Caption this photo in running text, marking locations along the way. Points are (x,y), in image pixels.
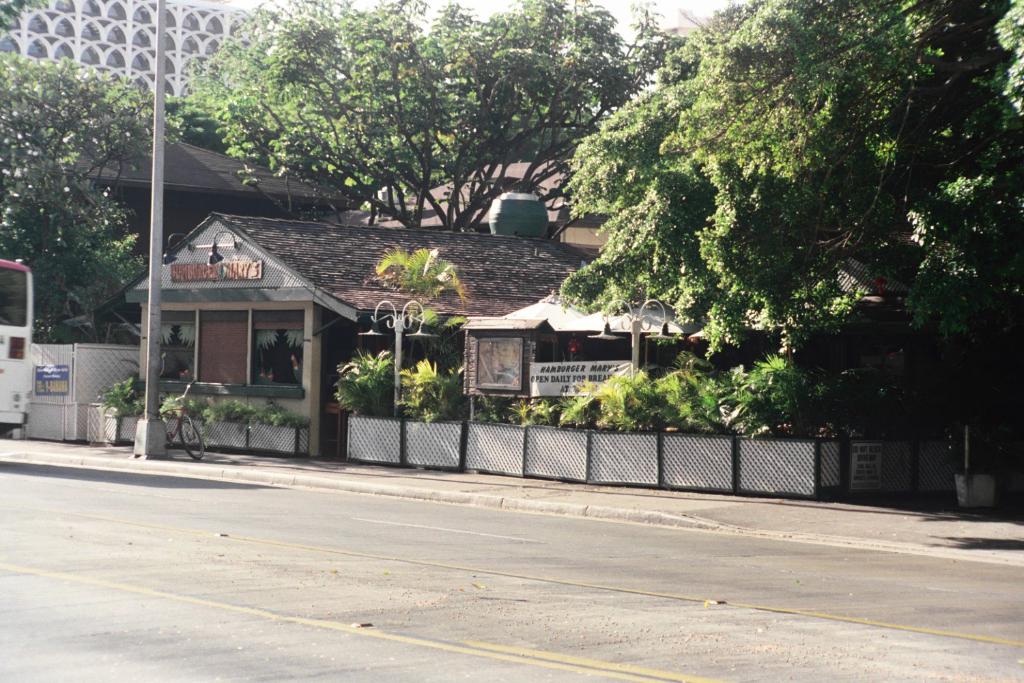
This looks like a house (274,333) with a window (286,345). These are the small plants (263,415) and bushes (426,398). Here is the pole (157,307). These are the trees (311,96). I can see a building (132,42) with windows (178,74). This looks like a bicycle (174,420), which is parked near the pole (140,427). I can see a banner (572,373). This is the fence (456,447). These are the lamps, which are attached to the building wall (244,245). At the left corner of the image (20,328), that looks like a bus (16,381). This is the road (198,608).
